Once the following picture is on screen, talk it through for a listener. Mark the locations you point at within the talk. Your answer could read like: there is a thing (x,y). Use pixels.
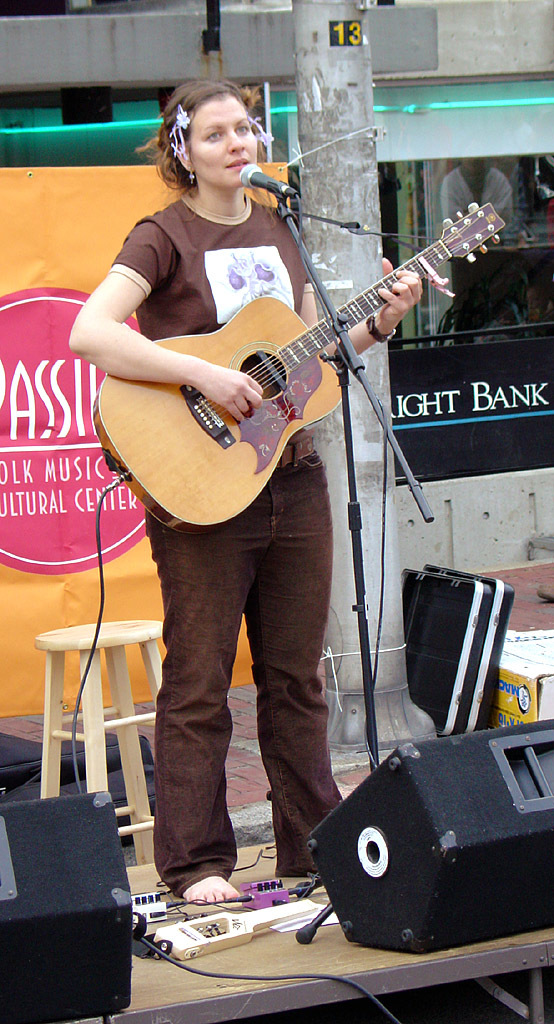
This picture shows there is a woman (110,329) singing on the floor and playing the guitar (110,377).
